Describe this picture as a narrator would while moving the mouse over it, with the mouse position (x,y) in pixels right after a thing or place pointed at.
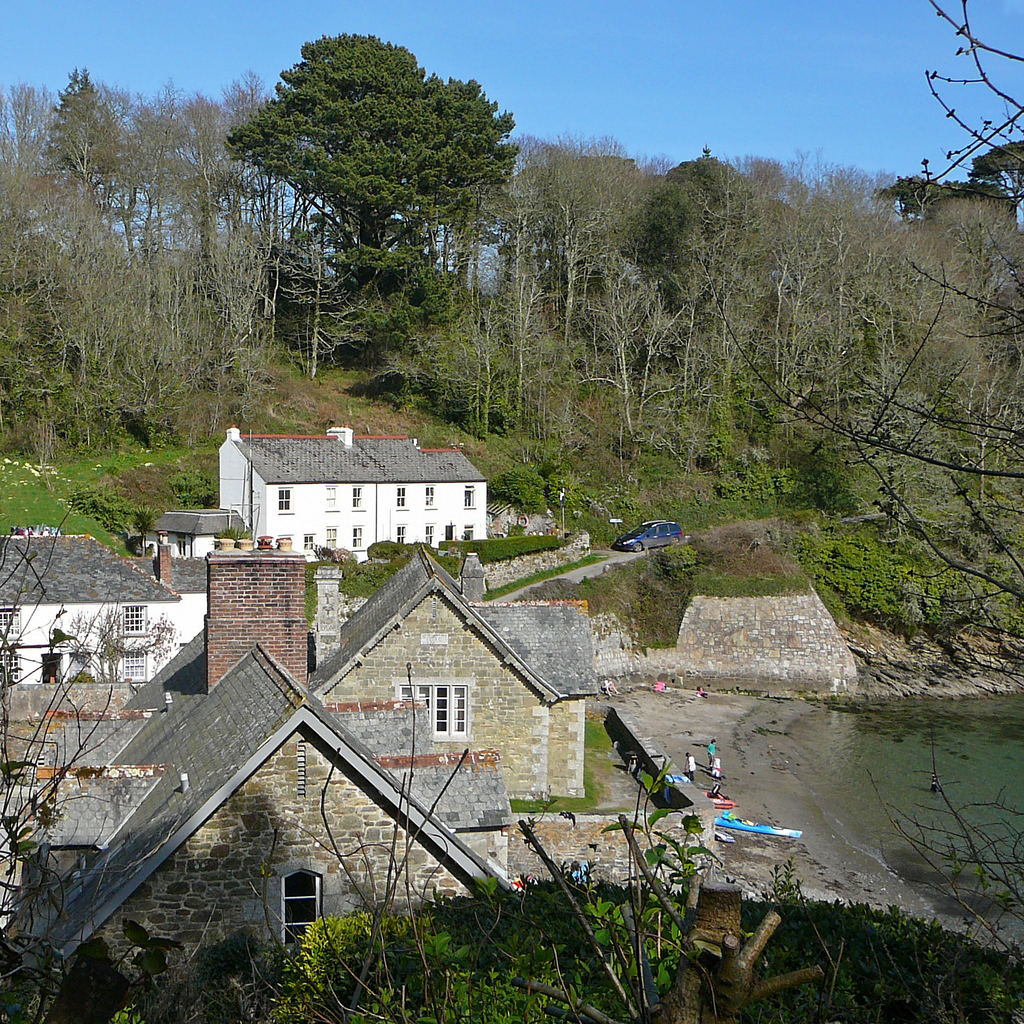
In this image we can see persons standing on the seashore (743,814), water (897,785), buildings (333,810), trees (936,588), motor vehicle (644,543) on the road (626,552), hills (698,534) and sky (791,74).
